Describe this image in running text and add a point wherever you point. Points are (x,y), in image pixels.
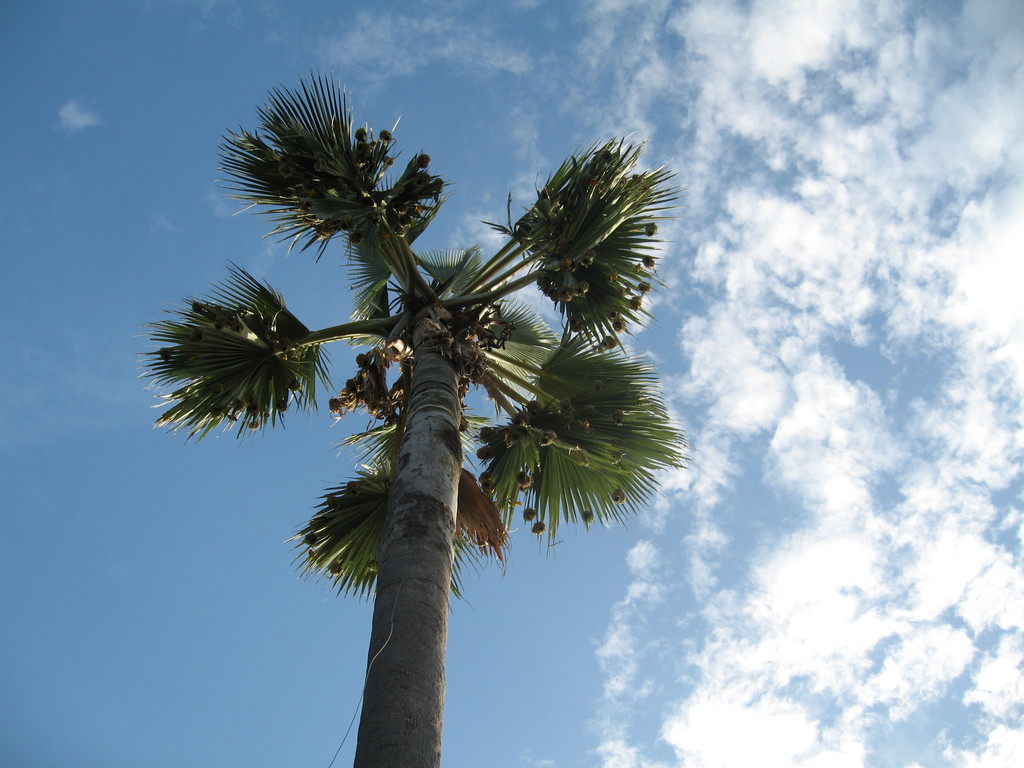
In this image I can see a tree (389,462) which is green, black and grey in color and few fruits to the tree (364,763). In the background (696,584) I can see the sky (769,268).
